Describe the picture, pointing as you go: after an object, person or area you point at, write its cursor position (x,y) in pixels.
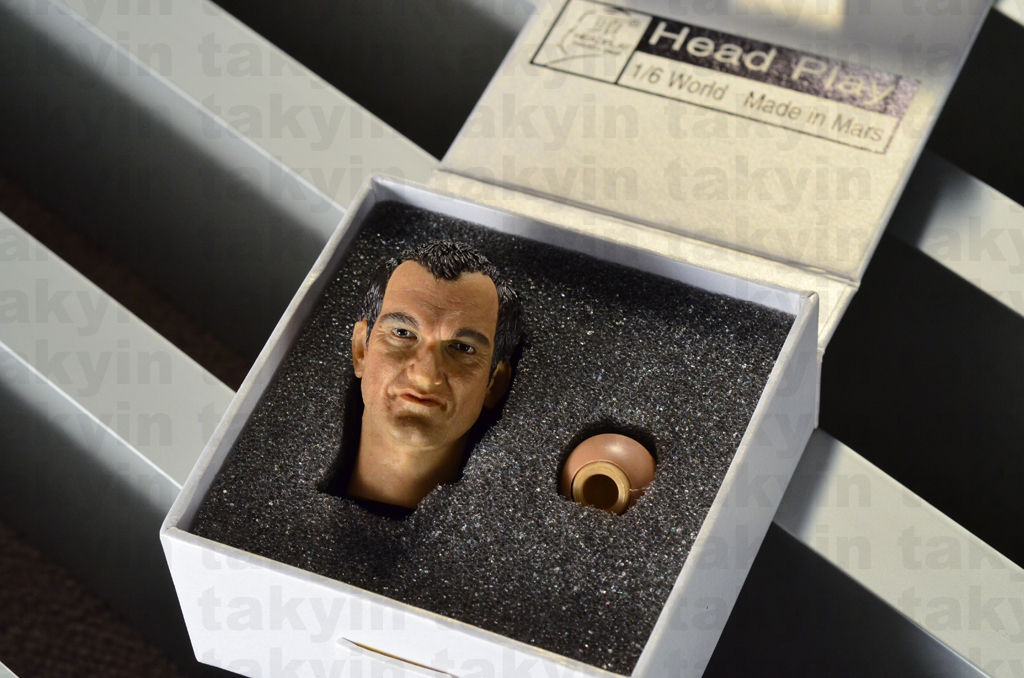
In this image I can see it looks like a head sculpt (424,364) in the box (756,431).
